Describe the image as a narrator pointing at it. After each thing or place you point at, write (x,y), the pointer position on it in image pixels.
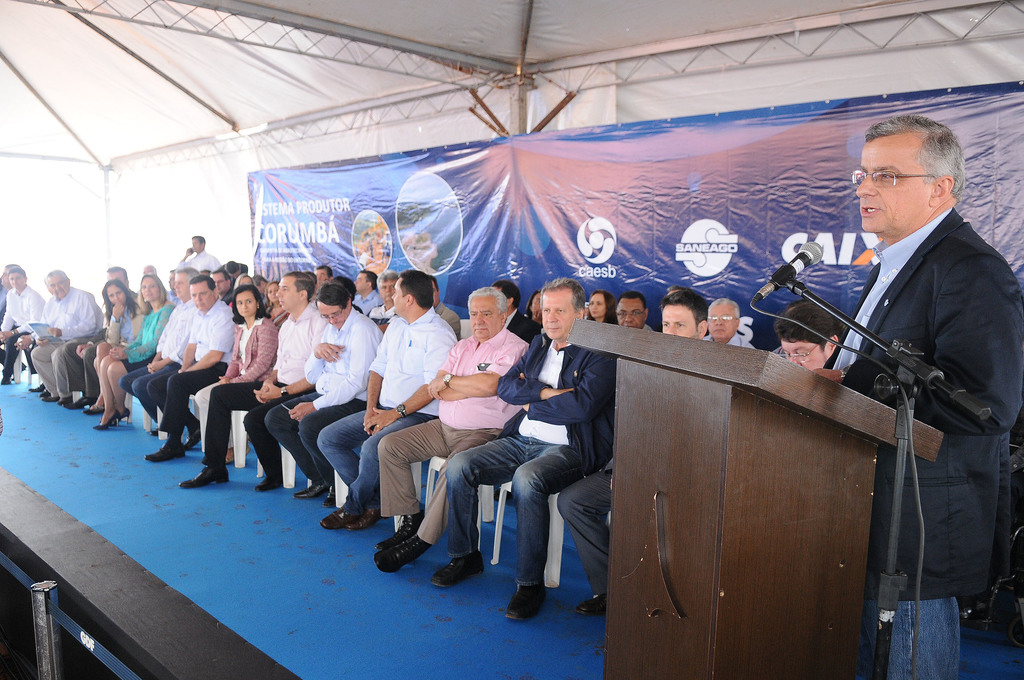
Here we can see few persons (308,346) sitting on the chairs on the stage (233,623) under a tent (236,83). On the right (940,349) a man (937,304) is standing at the podium (782,461) and there is a mike (763,293) to a stand (825,310). On the left (51,664) at the bottom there is a pole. In the background (392,203) we can see a banner (501,209) and poles (150,22).
